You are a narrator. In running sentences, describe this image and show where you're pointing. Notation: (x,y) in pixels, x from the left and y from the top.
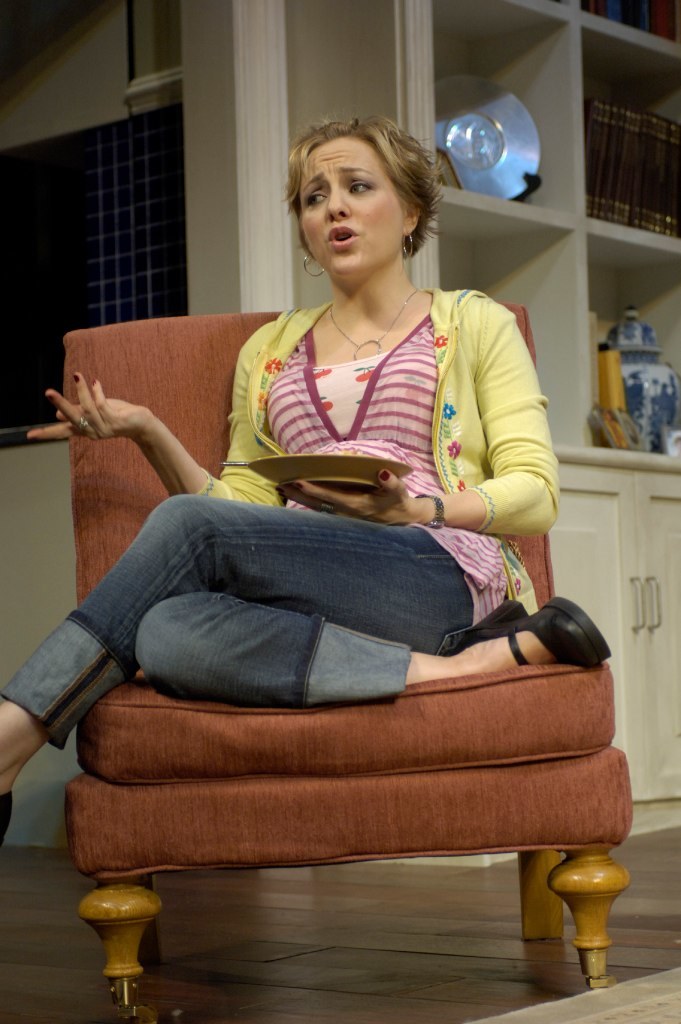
In this image there is a woman (260,570) sitting in a chair (316,795) by holding a plate (349,480) with a spoon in it in her hand (317,497), behind the woman (321,326) there are some objects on the shelves (539,209), beneath the shelves (576,334) there are wooden cupboards (580,576), beside the shelf (577,404) there is a grill window (129,232).
